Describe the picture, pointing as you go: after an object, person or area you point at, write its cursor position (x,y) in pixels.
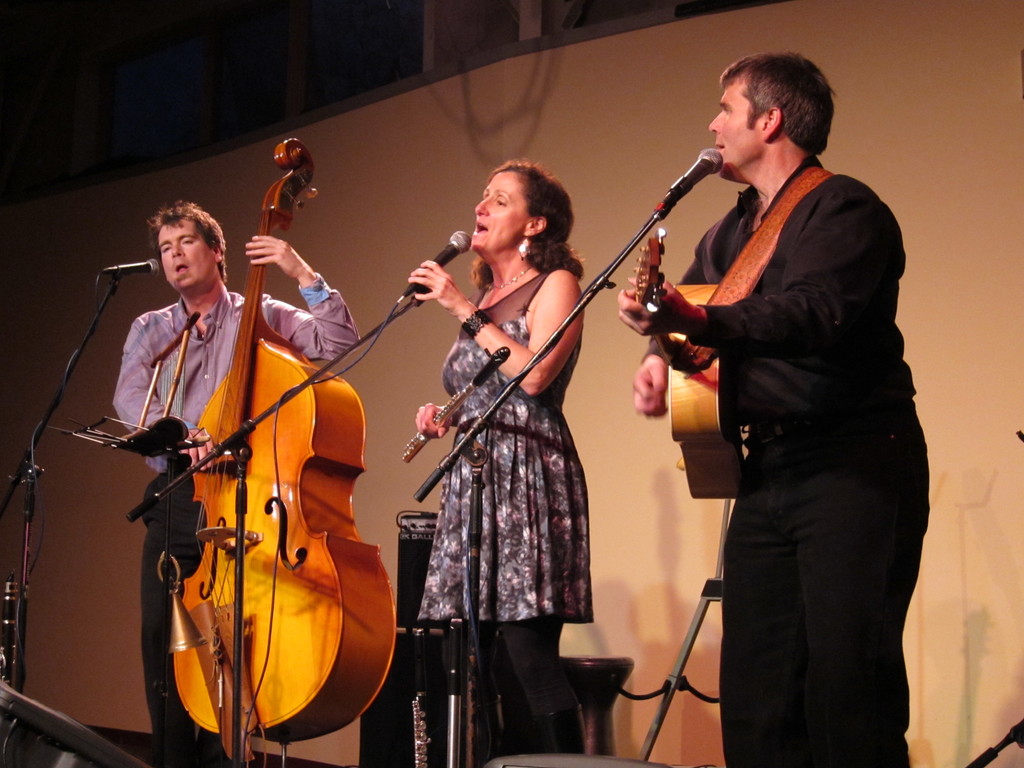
In the image there are three people (892,529) playing their musical instruments (366,557). In middle (547,326) there is a woman (463,359) holding a microphone (445,264) and opened her mouth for singing. On left side (212,295) there is another man (224,319) playing his double bass (254,361), on right side (703,313) there is another man (748,321) playing his guitar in background (611,102) there is a wall (454,115) which is in white color.
